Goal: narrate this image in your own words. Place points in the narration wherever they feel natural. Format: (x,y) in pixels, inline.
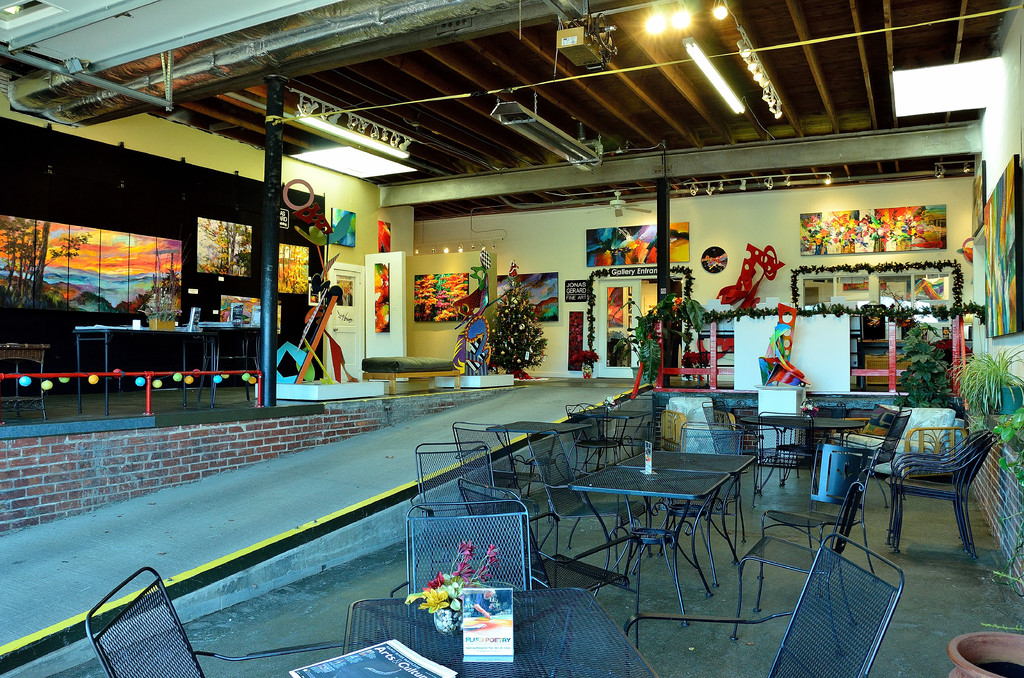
In this image we can see a group of chairs (837,459) and tables (557,635) placed on the ground (664,646). In the foreground (498,629) we can see flower pot (442,599), a book (417,676) and a board (487,636) with some text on it. To the right side (1000,658), we can see a pot (1003,642), group of plants (977,377), photo frames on the wall (975,320). In the background (179,251), we can see some tables (107,345), paintings (131,250) on the wall (193,252), a Christmas tree (509,338), some lights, poles (271,241) and a door (620,319).
